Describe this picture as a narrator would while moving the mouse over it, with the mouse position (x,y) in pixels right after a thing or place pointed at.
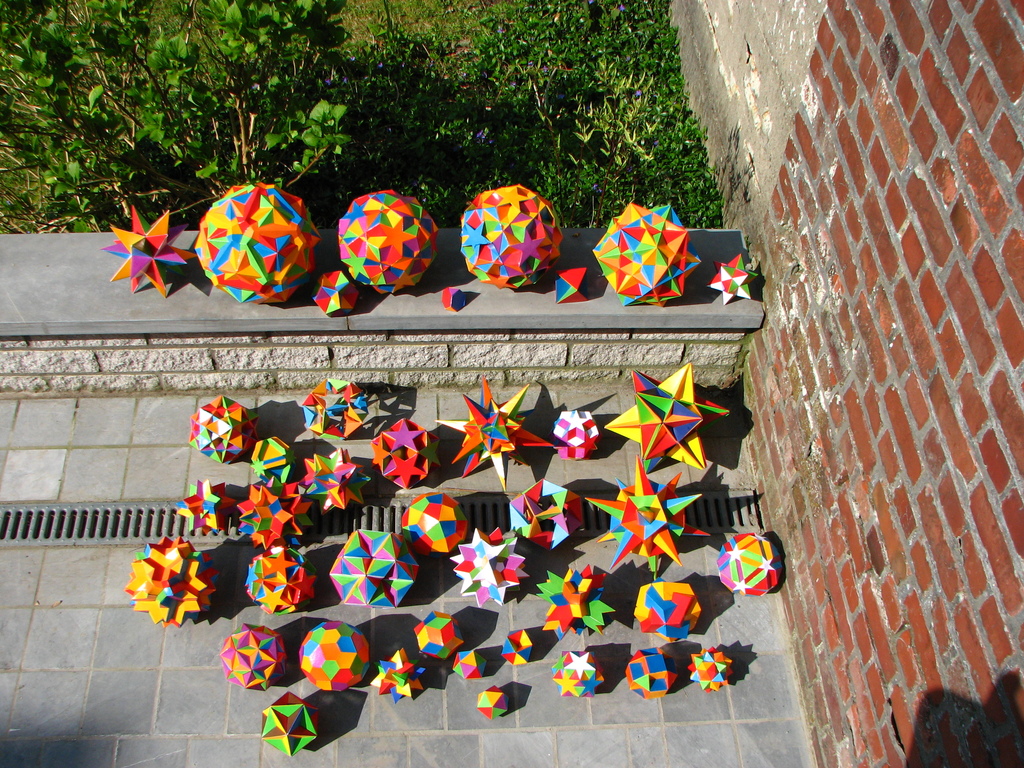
In the picture we can see a path (541,743) with tiles (54,559) on it, we can see some puzzle toys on it and beside it, we can see a wall (774,490) with bricks (860,326) and behind the toys (241,442) we can see a wall (148,379) on it also we can see some toys (405,264) and behind it we can see some plants (291,163) and grass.
